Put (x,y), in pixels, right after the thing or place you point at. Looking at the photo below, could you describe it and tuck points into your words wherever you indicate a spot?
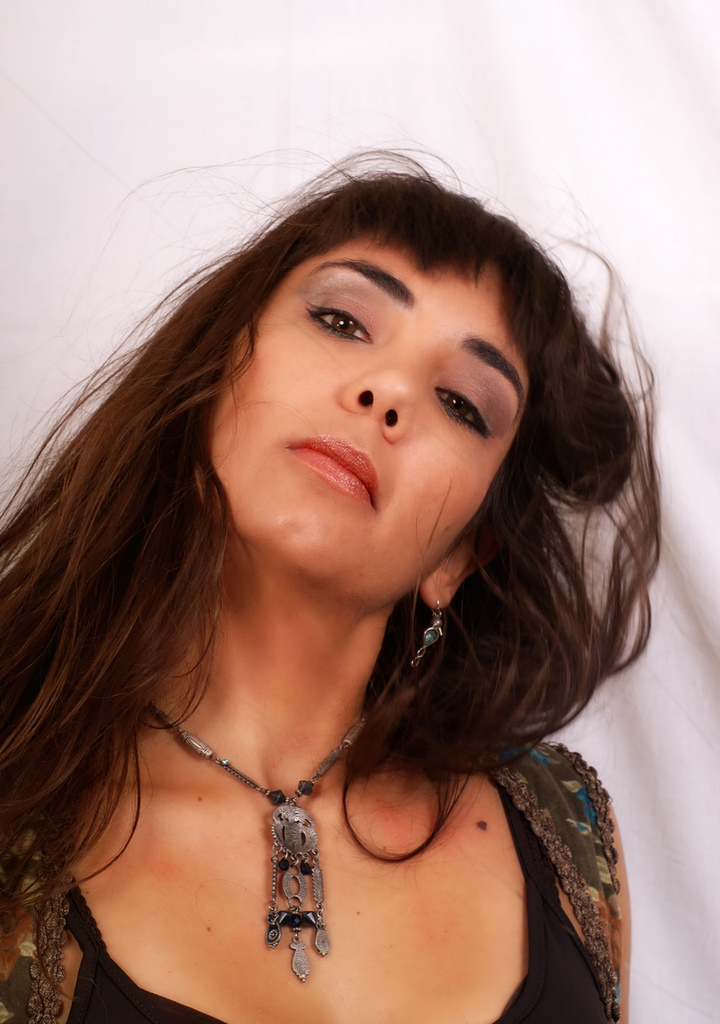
In the center of the image (384,348) there is a lady (388,382). In the background of the image (119,115) there is wall (527,105).
